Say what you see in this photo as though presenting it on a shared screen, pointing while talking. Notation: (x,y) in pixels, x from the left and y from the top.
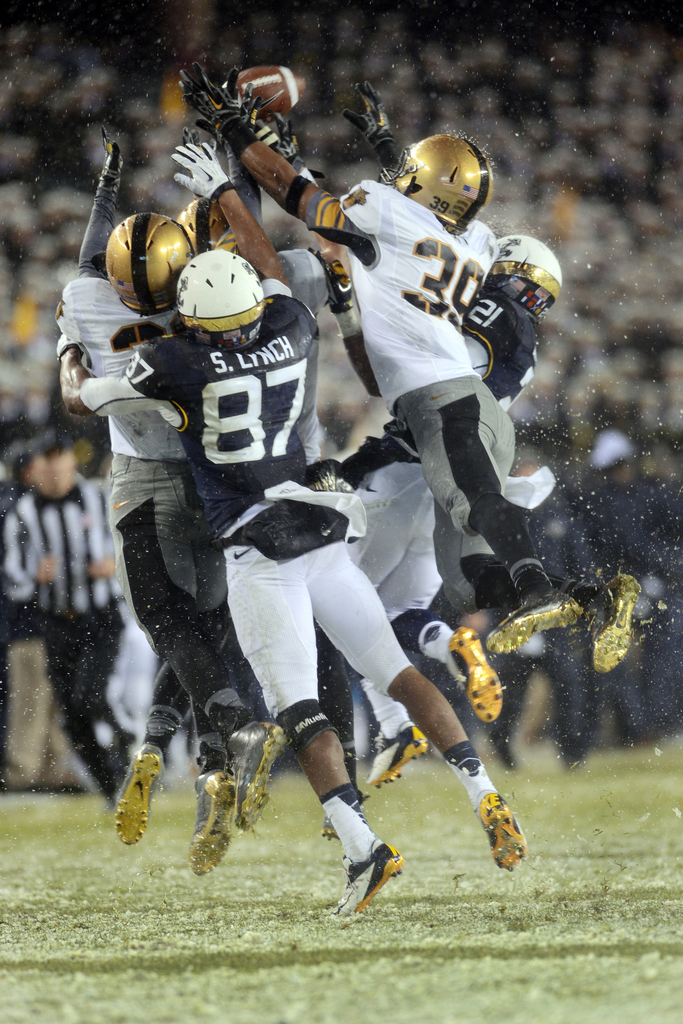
In this image there are few players (252,425) are jumping to catch a ball (272,110), which is in the air (314,84). In the background (412,141) there are many spectators (42,215).
